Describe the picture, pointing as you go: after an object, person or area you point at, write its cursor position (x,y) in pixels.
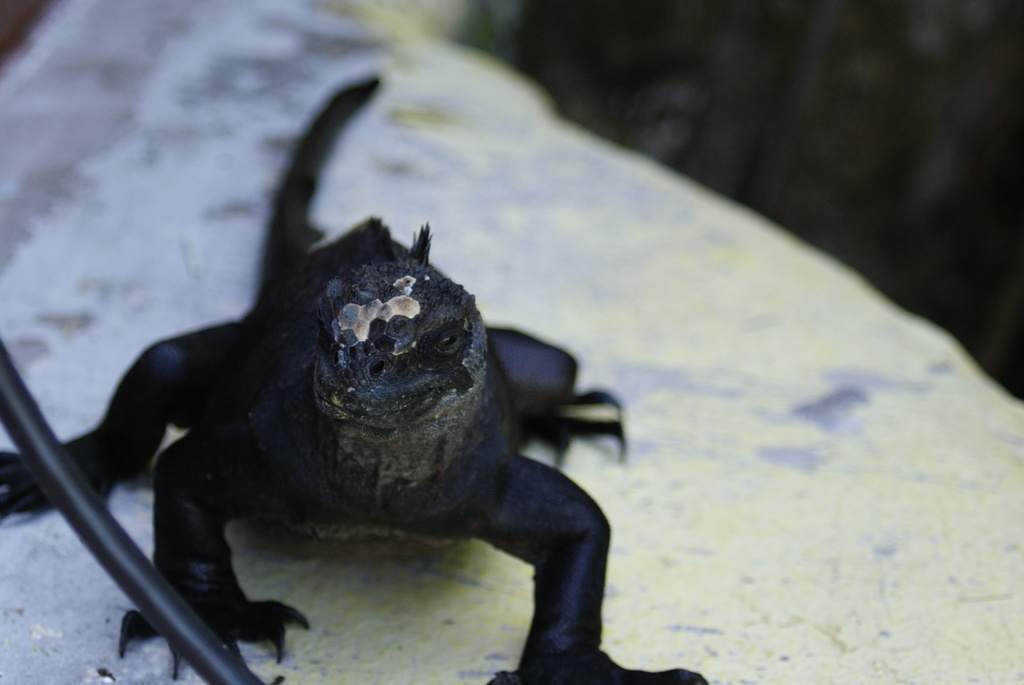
In this picture we can see a black color reptile (244,420).
